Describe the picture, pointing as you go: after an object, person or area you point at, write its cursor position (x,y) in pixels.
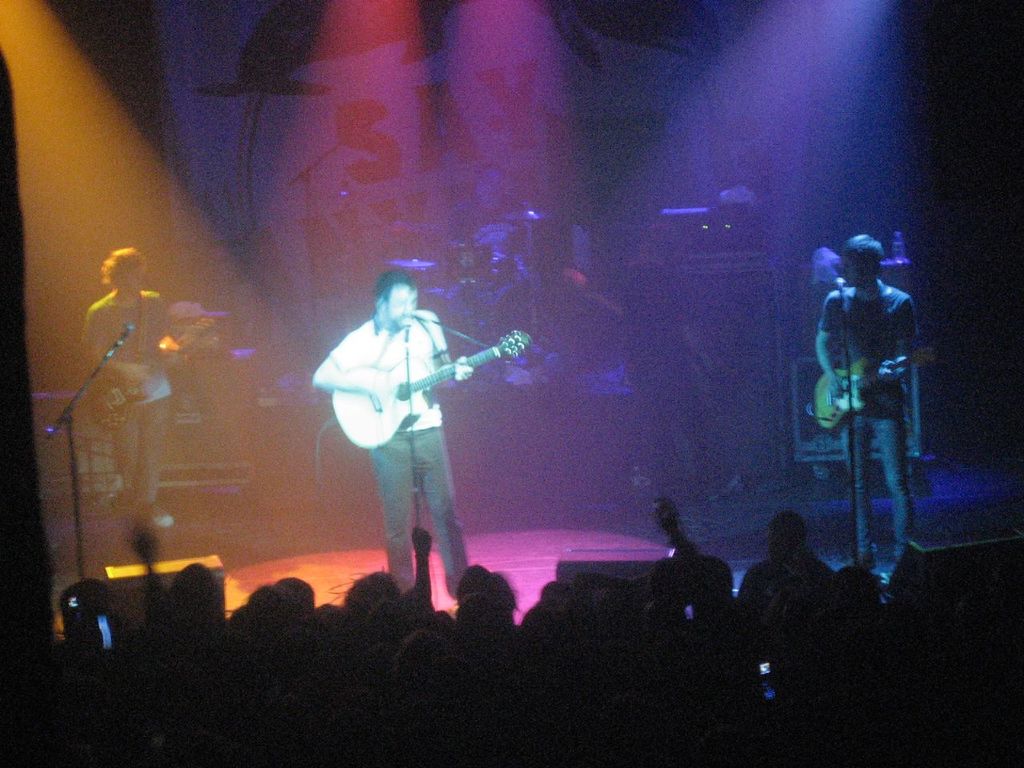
This picture is clicked at a concert. In the center of the image (431,411) there is a man (389,362) standing and playing guitar (389,402). He is also singing. The man (137,340) to the left corner (140,333) and the man (884,335) to the right corner (865,371) are playing guitar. In front of them there are microphones (846,302). To the below of the image there are spectators (383,654). In the background (624,173) there is wall (452,149) with text (358,131) on it.
